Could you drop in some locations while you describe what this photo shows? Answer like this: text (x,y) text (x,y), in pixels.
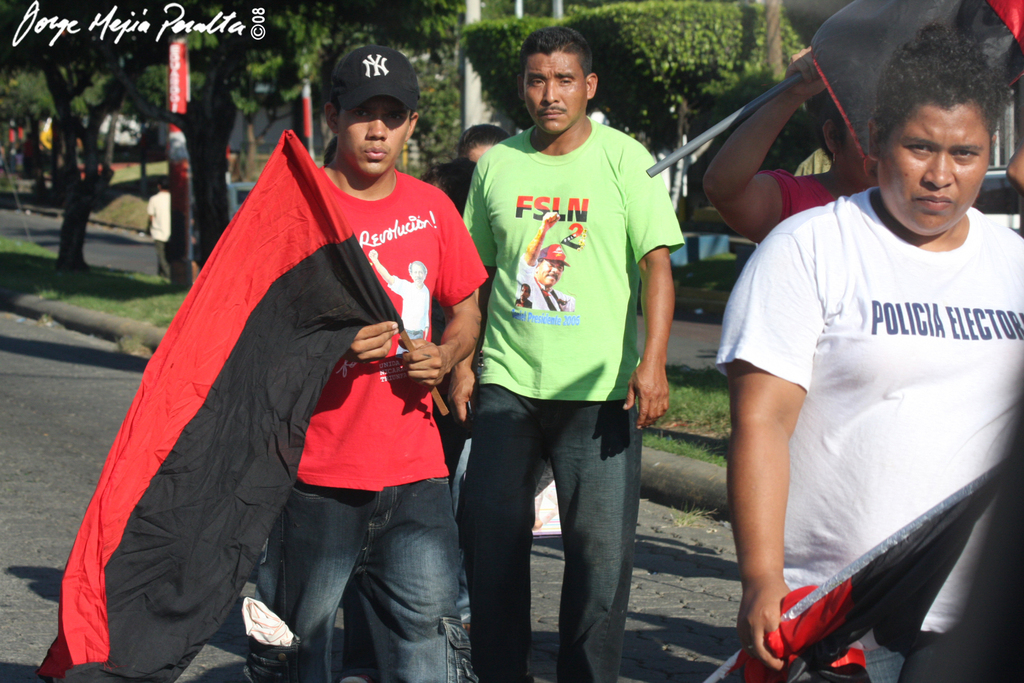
This image is taken outdoors. At the bottom of the image (47,634) there is a road (82,365). In the middle of the image (362,445) a few men (810,302) are walking on the road (662,538) and they are holding a few flags (289,301) in their hands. In the background (88,157) there are a few trees (96,157) and a few people (158,217) are walking on the road (52,572) and there is a building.
